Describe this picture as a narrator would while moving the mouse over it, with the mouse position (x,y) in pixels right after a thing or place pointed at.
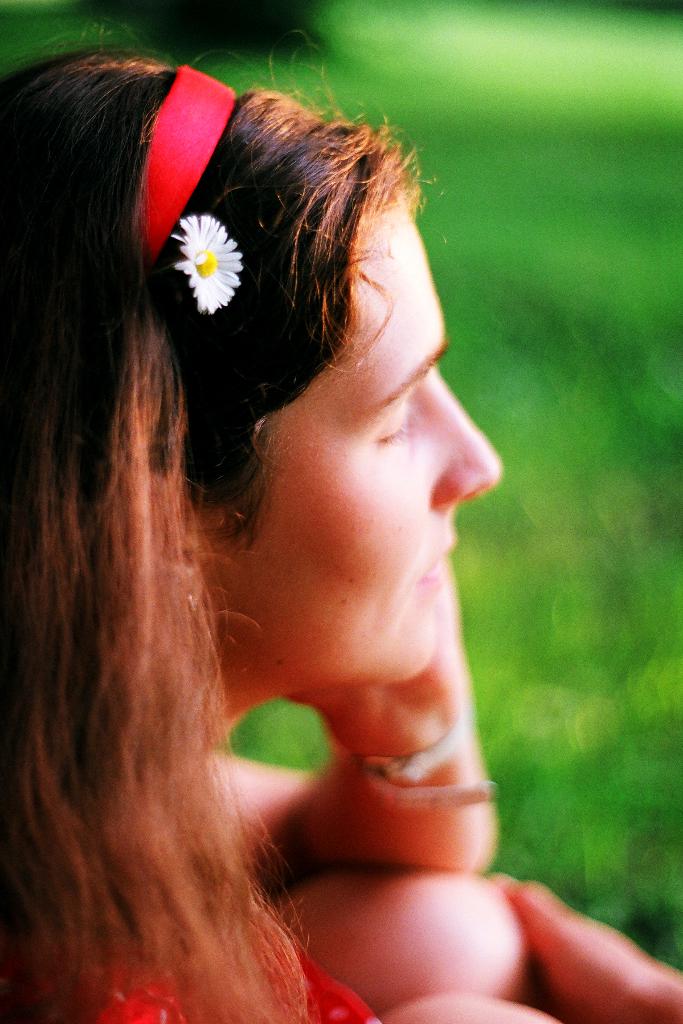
In this picture, we see woman (202,728) in red dress (135,1004) is wearing a red color hair band (174,157). We even see a white color flower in her head (290,525). She's even wearing watch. In the background (523,447), we see grass (405,140) and it is blurred.
